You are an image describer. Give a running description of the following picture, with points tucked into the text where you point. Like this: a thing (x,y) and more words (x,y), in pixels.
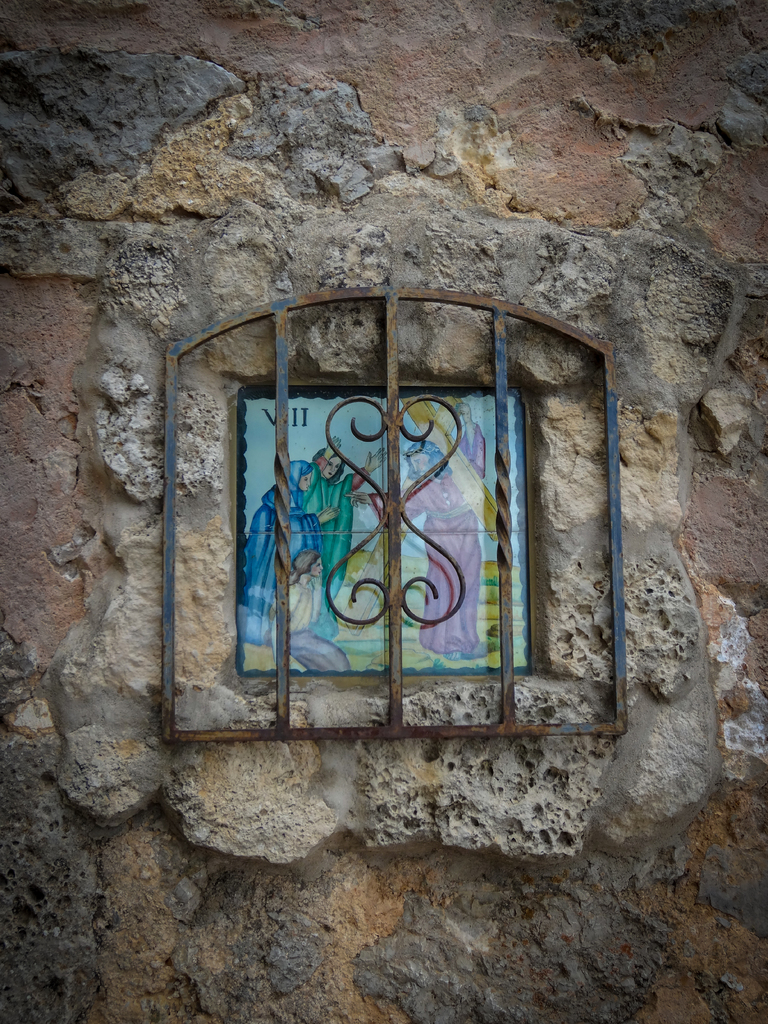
In this picture we can see a frame (446,582) and metal rods (502,489) on the wall (513,226).
